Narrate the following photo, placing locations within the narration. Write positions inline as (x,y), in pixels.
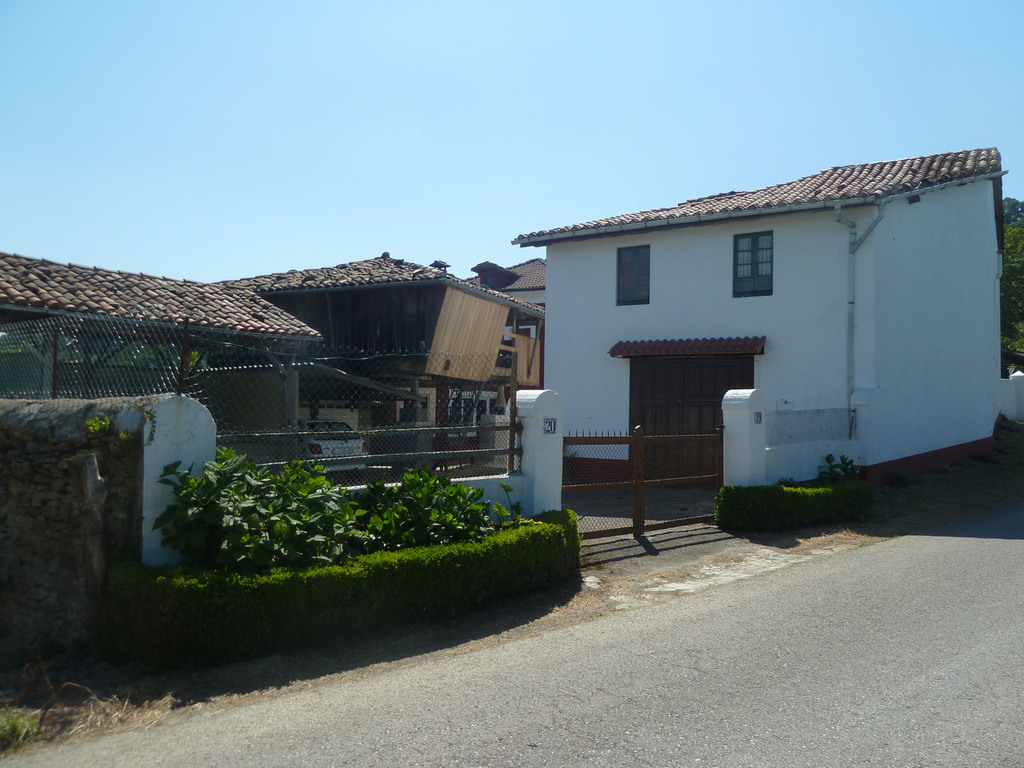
In this image we can see buildings (742,311), shed (295,333), a car (338,428) under the shed (281,399), gate (656,449) and fence (317,409) to the wall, there are plants (471,502) and a road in front of the building (776,266) and there are trees (1012,251) and the sky (717,84) in the background (1011,188).
